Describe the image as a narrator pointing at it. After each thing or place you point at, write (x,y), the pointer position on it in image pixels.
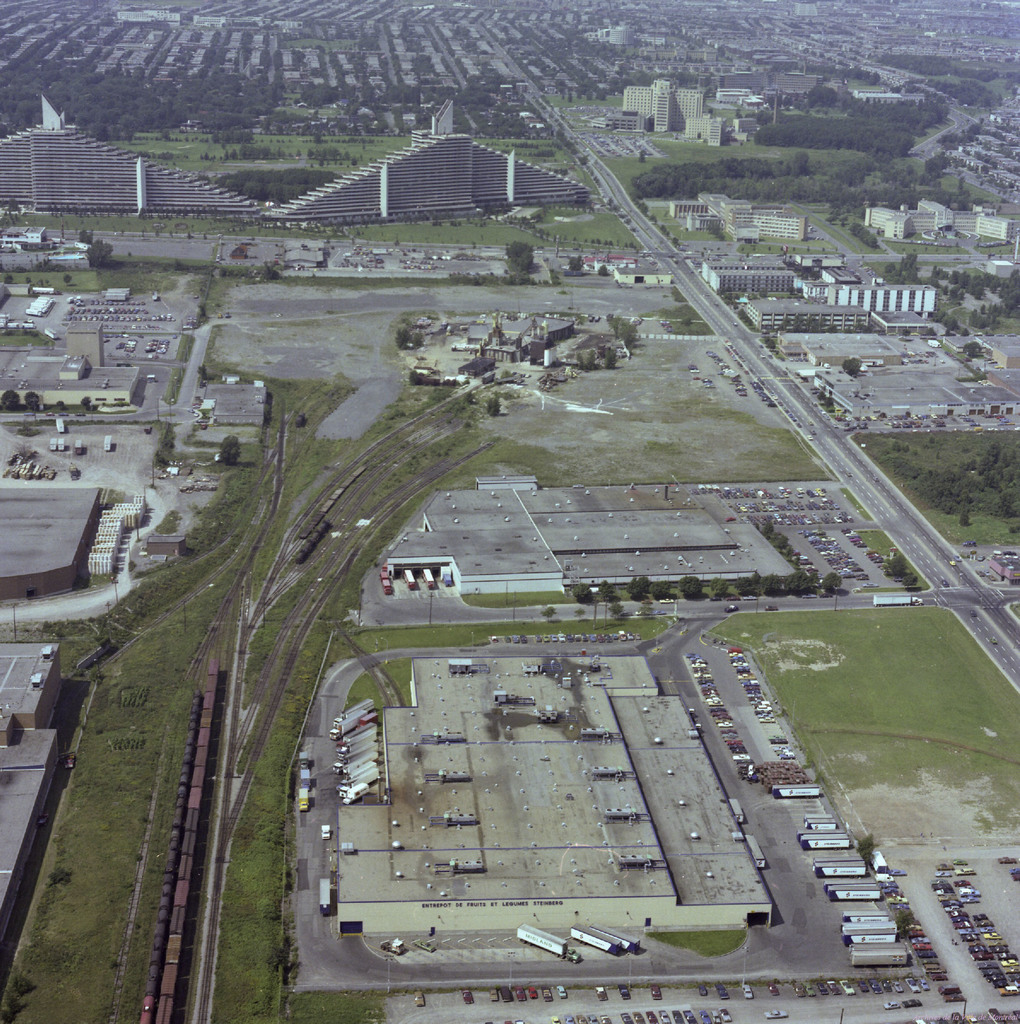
In this picture we can see vehicles (351,712) on the ground (662,681), grass (959,666), roads (680,257), trees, buildings (159,164) and some objects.
